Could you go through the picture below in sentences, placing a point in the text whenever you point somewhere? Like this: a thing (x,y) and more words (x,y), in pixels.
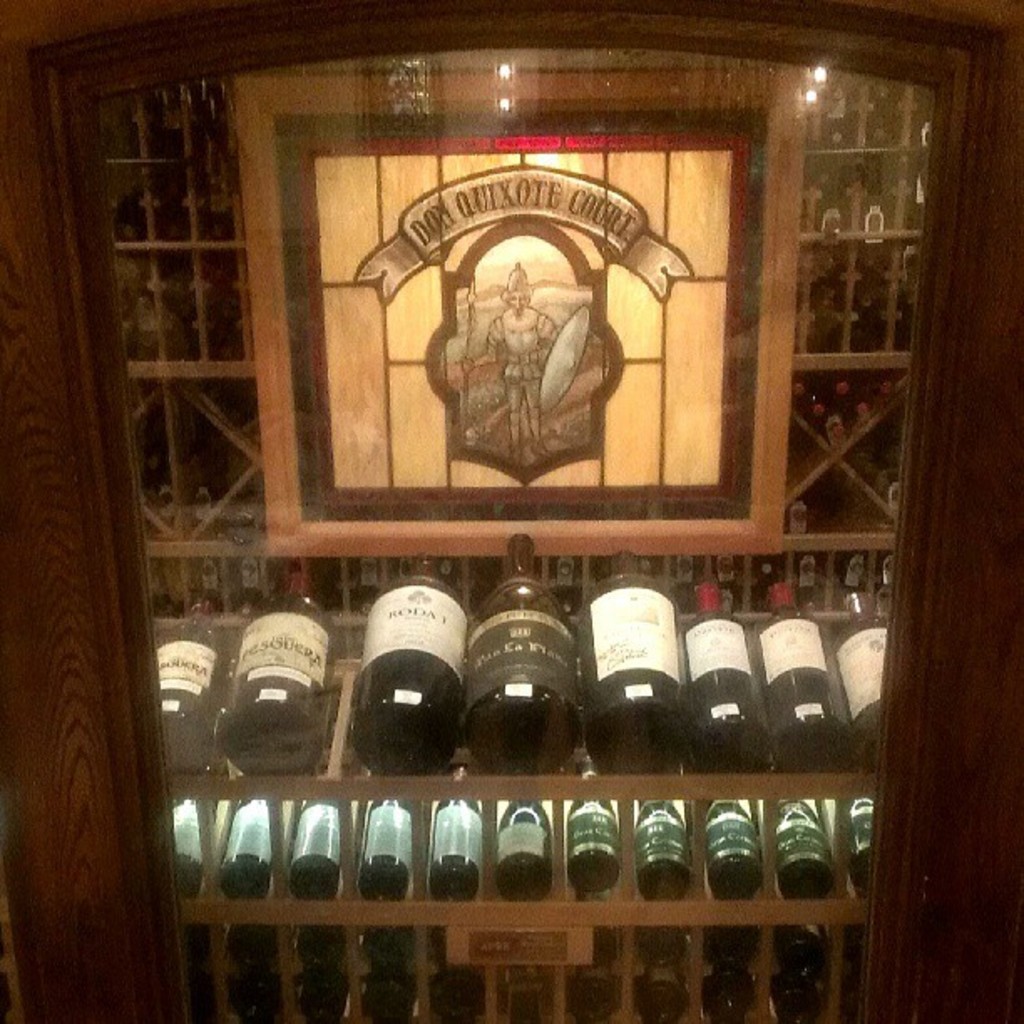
In this picture we can see some bottles (424,768) in the racks (497,826) and behind the bottles (292,768) there is a logo (486,442) on an object (465,532). In front of the bottles (377,751) there is a glass (421,968).
